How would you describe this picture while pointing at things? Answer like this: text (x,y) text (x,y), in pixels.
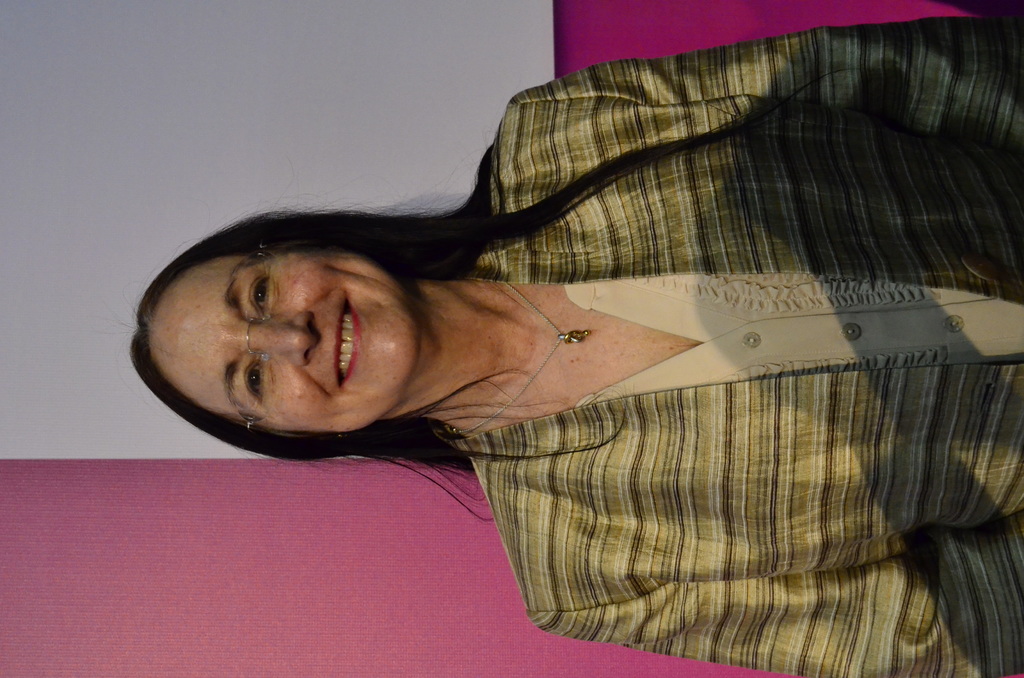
In this image I can see a woman (425,382), she is smiling, in the background (33,526) it might be look like the wall (106,422).
